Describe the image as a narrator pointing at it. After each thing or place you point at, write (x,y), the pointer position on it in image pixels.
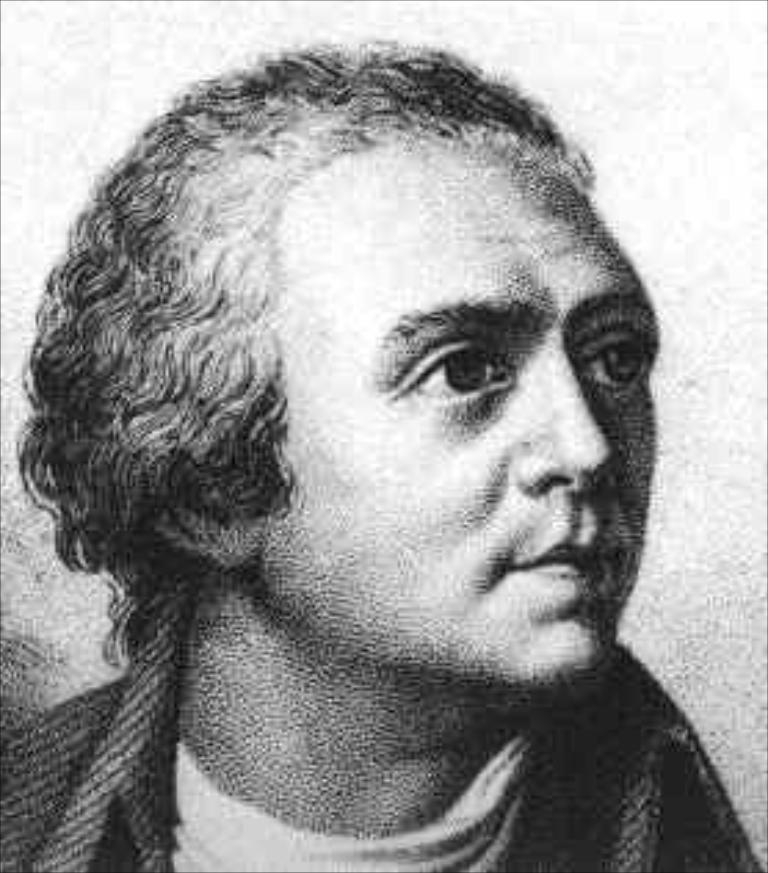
This is a picture of an engraving (537,207) where there is a person (451,601).
